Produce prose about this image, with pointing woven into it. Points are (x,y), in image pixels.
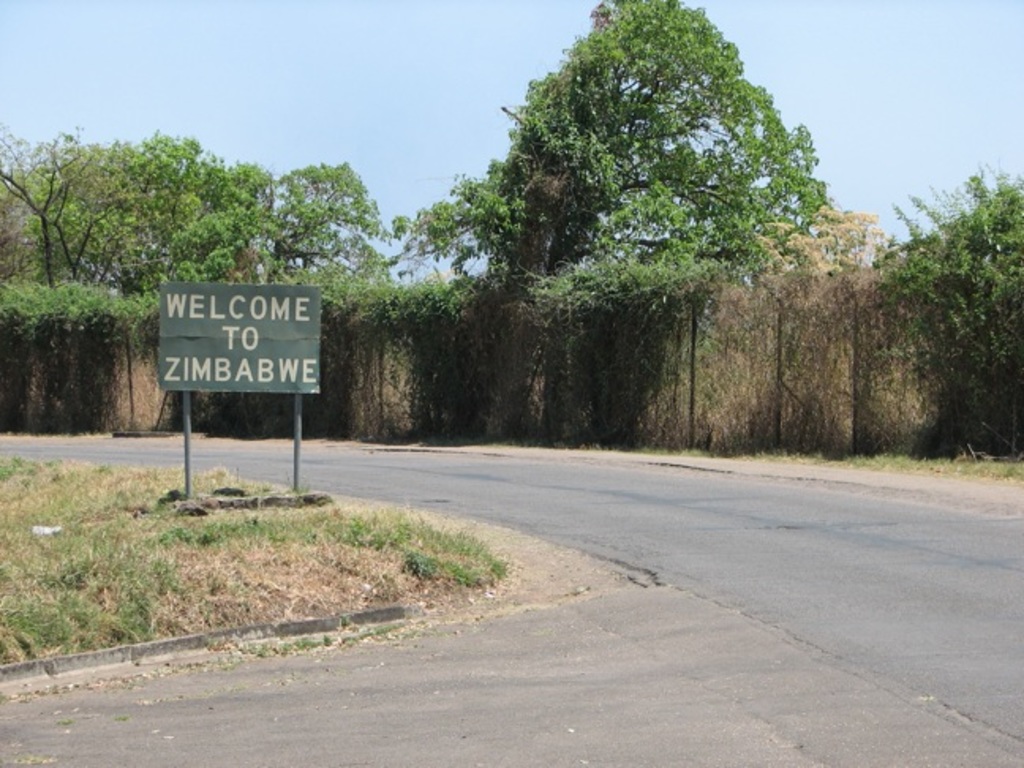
In this picture we can see some text (301,310) on a board (238,383). There is some grass (24,624) on the ground (136,590). We can see a road (540,490). There are a few plants (536,359) and trees (540,172) in the background (775,136).
